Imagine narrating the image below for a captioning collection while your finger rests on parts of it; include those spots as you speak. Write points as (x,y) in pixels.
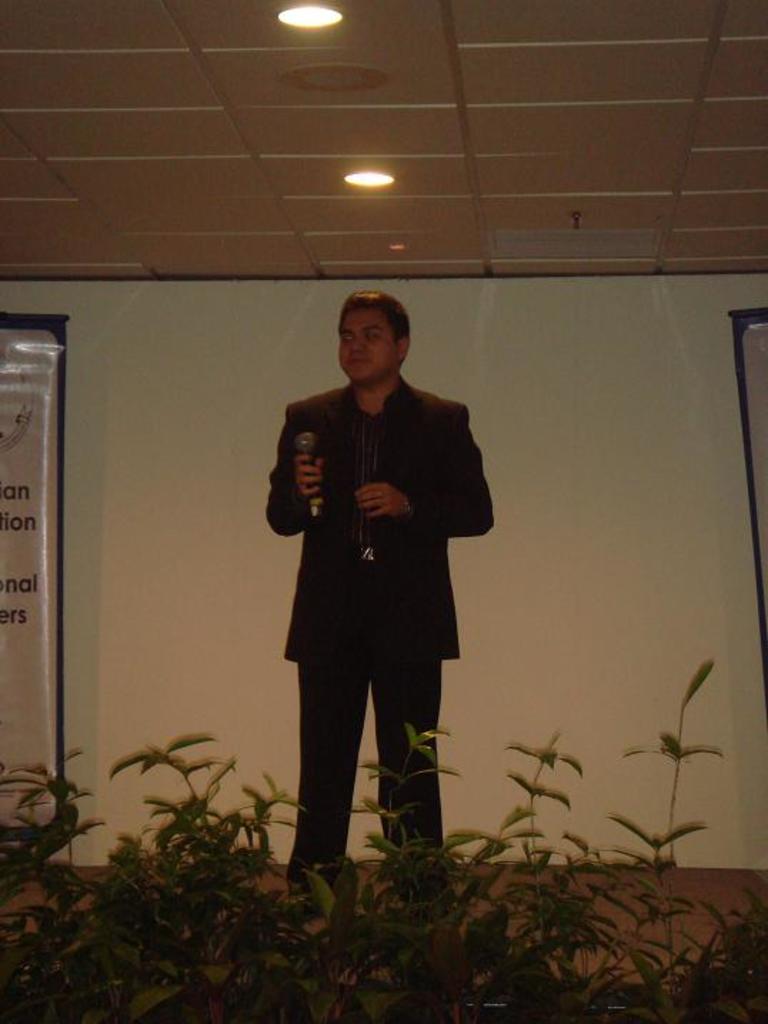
In this image in the center (368,365) there is one person (361,434) who is standing, and at the bottom (347,939) there are some plants (536,935) and a floor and on the left side (52,363) there is one board (63,388). On the right side (758,364) also there is one board (742,420), and in the background (475,401) there is wall (547,352). At the top (306,138) there is ceiling (336,126) and some lights (330,16).
